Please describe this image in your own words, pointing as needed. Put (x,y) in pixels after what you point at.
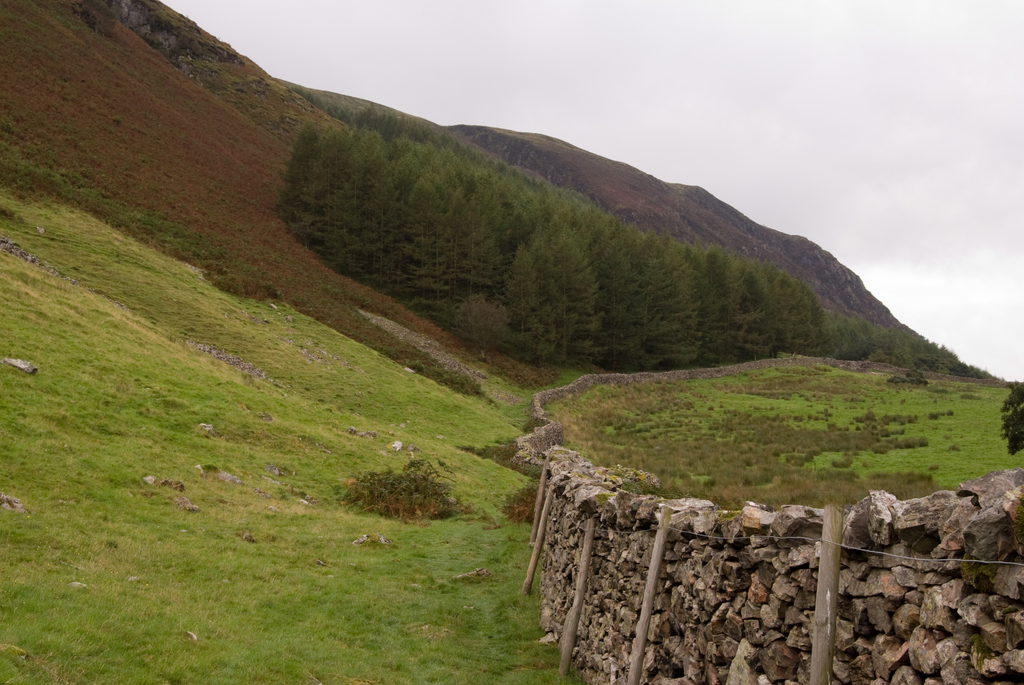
In this image I can see open grass ground (270,536), number of trees (315,169) and cloudy sky (703,180). I can also see few wooden poles (825,552) and wire (945,556).
